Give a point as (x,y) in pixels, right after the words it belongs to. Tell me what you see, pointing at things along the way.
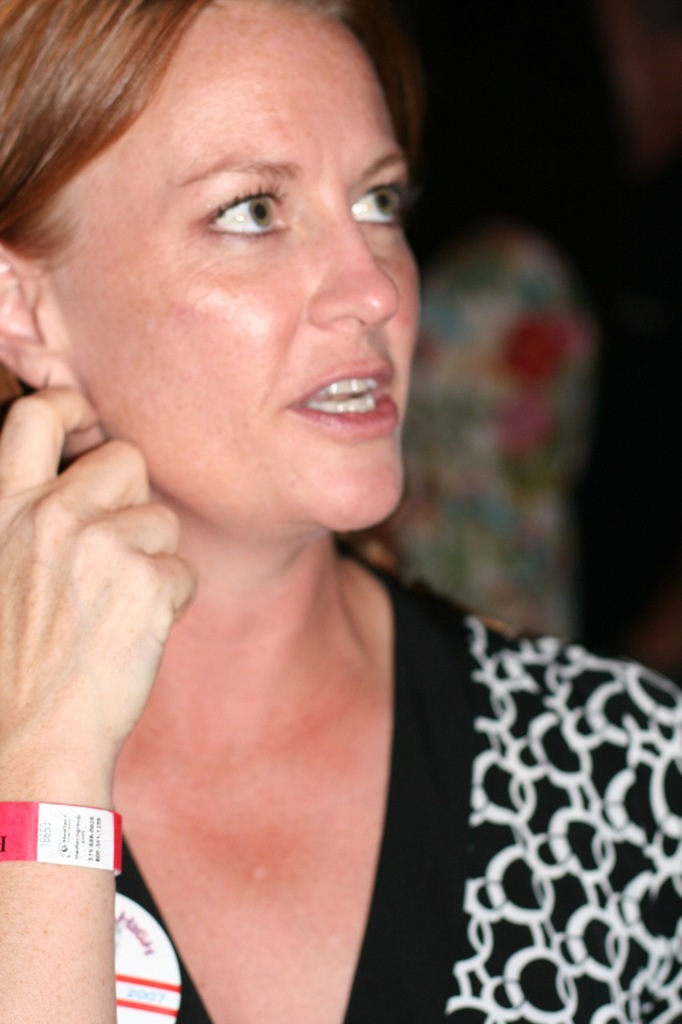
This is the image of a person (341,660) she is wearing a black and white top (456,766), she has brown hair (147,50). And the background (667,591) is blurred.
